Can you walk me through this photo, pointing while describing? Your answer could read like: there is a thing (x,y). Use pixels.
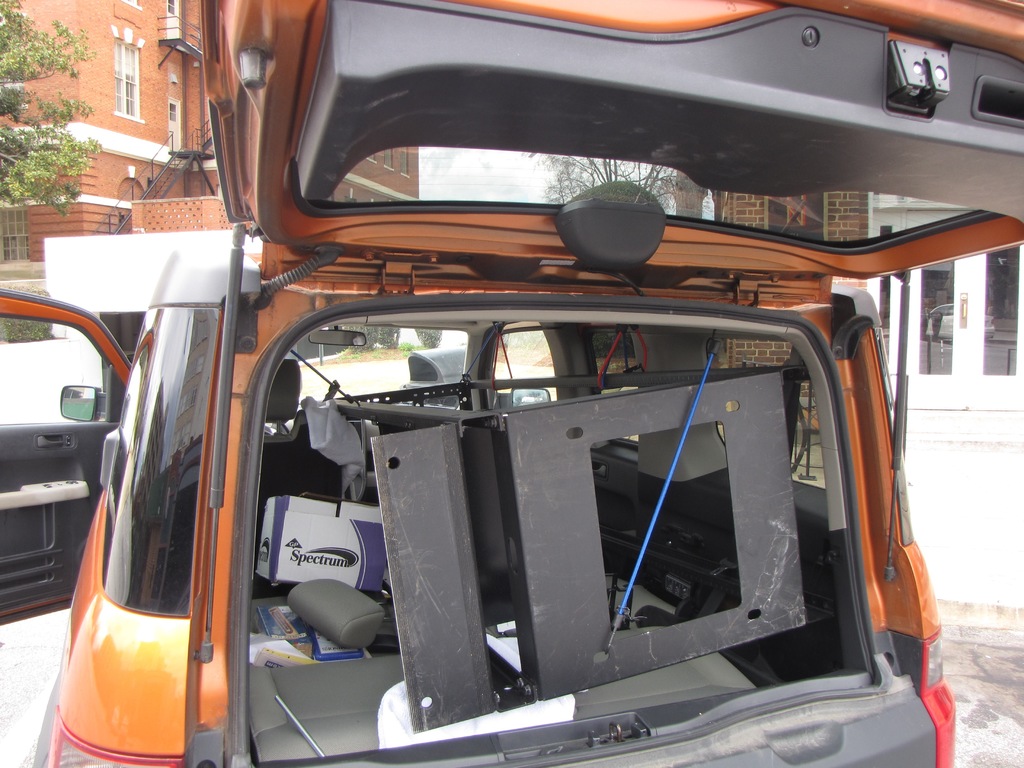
In this picture we can see a vehicle (182,419) on the road (1021,720) with some objects (288,517) in it and in the background (42,84) we can see buildings (160,33) with windows (135,52), doors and trees (39,165).
